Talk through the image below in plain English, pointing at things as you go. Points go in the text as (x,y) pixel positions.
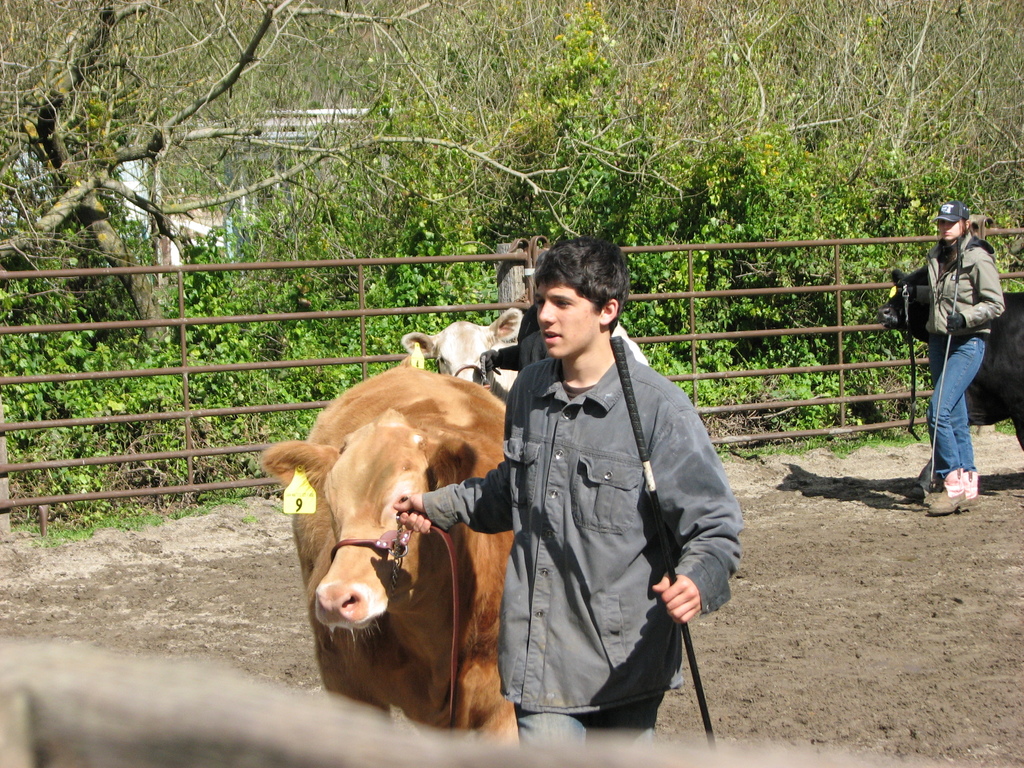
In this image we can see three persons (583,556) holding sticks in their hands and we can see few animals (341,597) and there is a fence (919,242). We can see some trees (467,108) in the background (467,108).
